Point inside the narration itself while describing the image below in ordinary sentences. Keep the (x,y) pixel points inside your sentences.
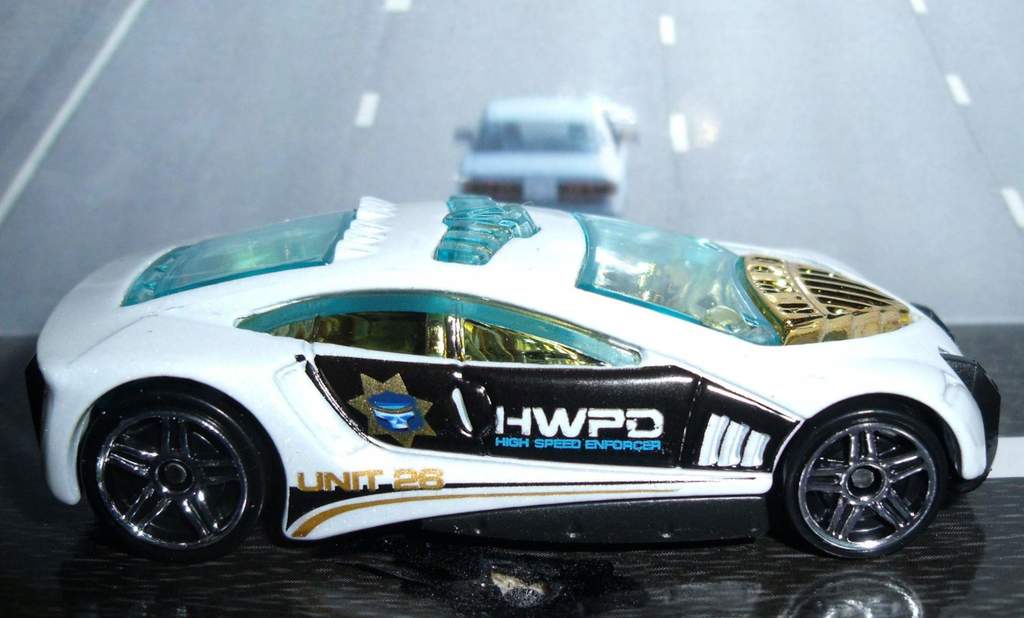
In this image, we can see a toy car (563,476) is placed on the platform (763,585). Background (859,165) we can see a road (455,96). Some vehicle (584,164) is there on the road (689,205).
